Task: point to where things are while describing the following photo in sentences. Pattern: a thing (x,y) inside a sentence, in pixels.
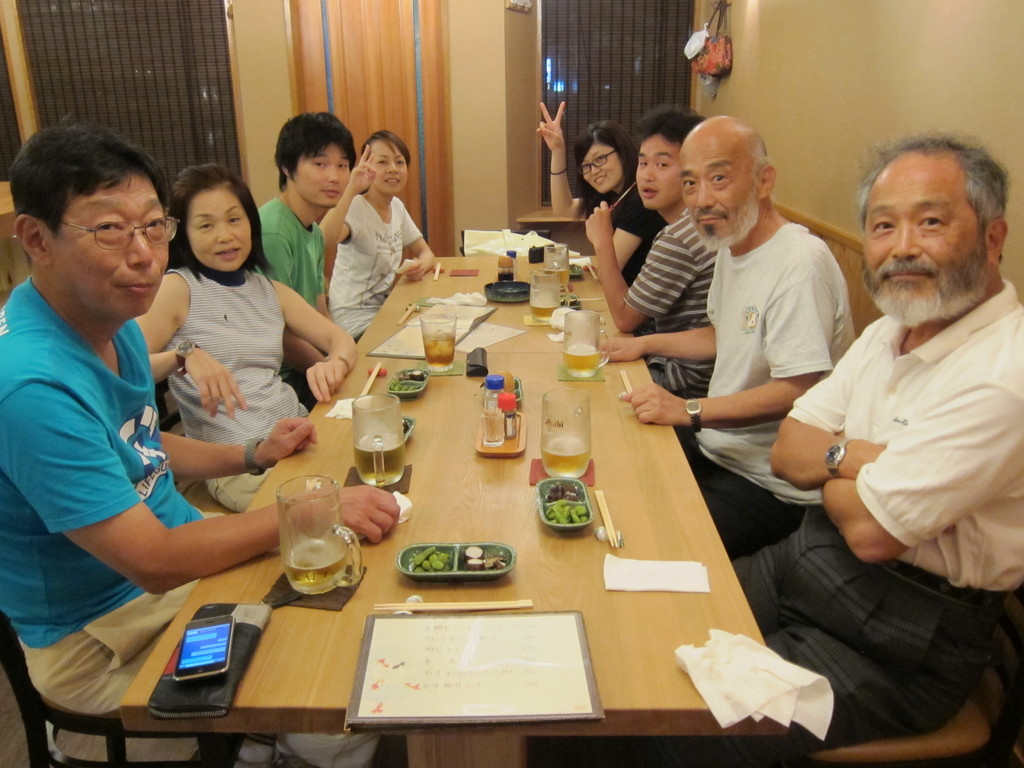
In this picture there are group of people (634,203) sitting they have a table (425,285) in front of them with beer mugs (297,484), some food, chopsticks (609,521), tissues (614,573), a menu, papers (500,334) and there is a smartphone (227,629), a wallet (213,678) the bottles (498,427) and in the backdrop (441,70) there is a wall (499,67), a window (579,62), curtain (618,45) and there is a bag (708,40) over here.
